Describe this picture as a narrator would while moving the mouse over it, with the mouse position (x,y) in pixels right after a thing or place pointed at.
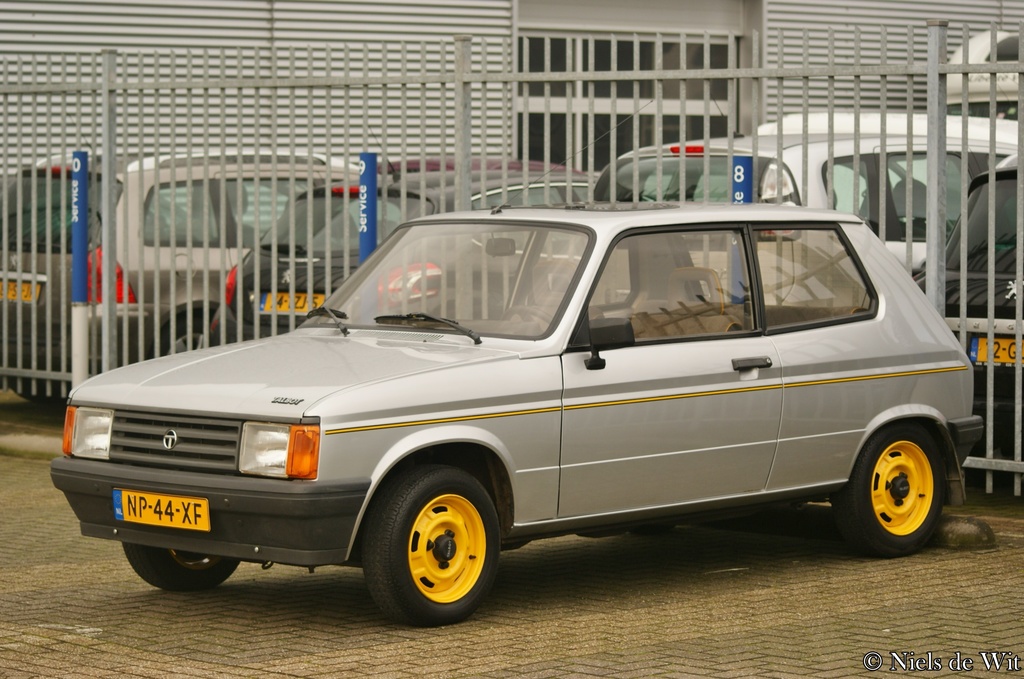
In this image, I can see the cars (617,417), which are parked. This looks like a barricade (933,111). In the background (439,31), I can see a building (386,27) with a window (647,39). At the bottom right side of the image (1018,659), I can see the watermark (1018,659).
